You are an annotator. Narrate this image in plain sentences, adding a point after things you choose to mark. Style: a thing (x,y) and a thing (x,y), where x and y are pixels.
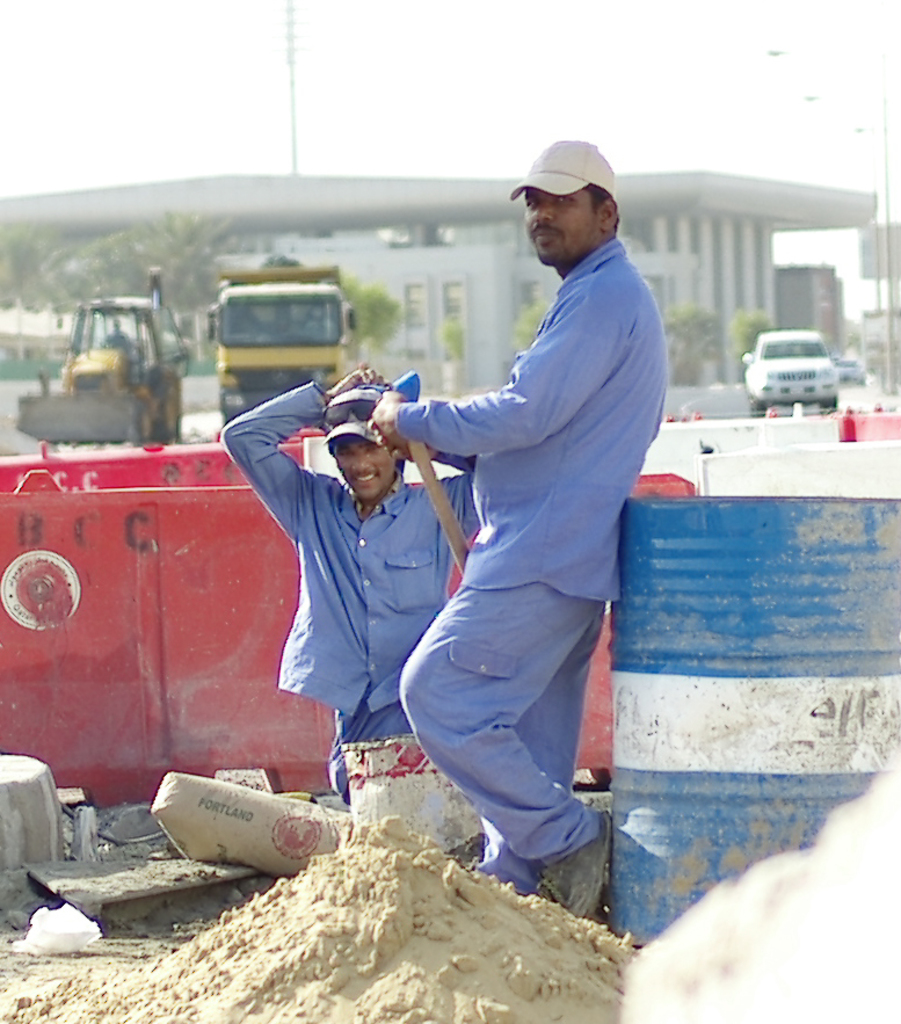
In this image we can see two men (397,680) standing. In that a man (491,558) is holding a stick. We can also see a drum (673,900), a container (425,806), a bag (277,865), the heap of sand (436,965) and the barricade (331,749). On the backside (324,323) we can see a group of vehicles (337,323) on the road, a building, some trees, poles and the sky (480,41).
